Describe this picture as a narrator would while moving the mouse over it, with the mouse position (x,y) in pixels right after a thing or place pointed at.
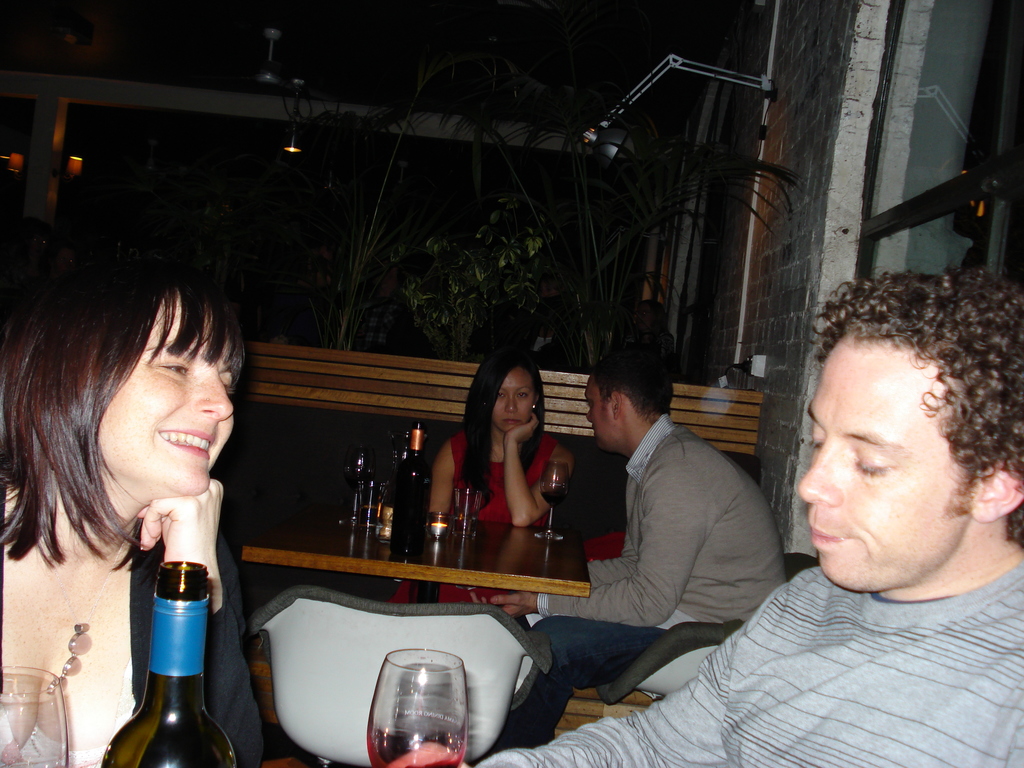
A man (874,457) is sitting at the right (817,701) wearing a grey t shirt (657,722). A woman (117,475) is sitting at the left (123,636) wearing a black dress (144,601). There is a wine bottle (152,668) and glasses (385,749) at the front (398,732). There is a table (447,552) at the center (394,511) back on which there is a wine bottle (401,495) and glasses (363,450). There are 3 chairs (300,636) and 2 people (489,464) are seated. The woman (513,503) at the center (490,447) back is wearing a red dress (500,470). There are plants (476,247) at the back (493,266). There is a white wall (769,217) at the right (802,252) back and a glass door (895,198) at the right corner (908,232).
